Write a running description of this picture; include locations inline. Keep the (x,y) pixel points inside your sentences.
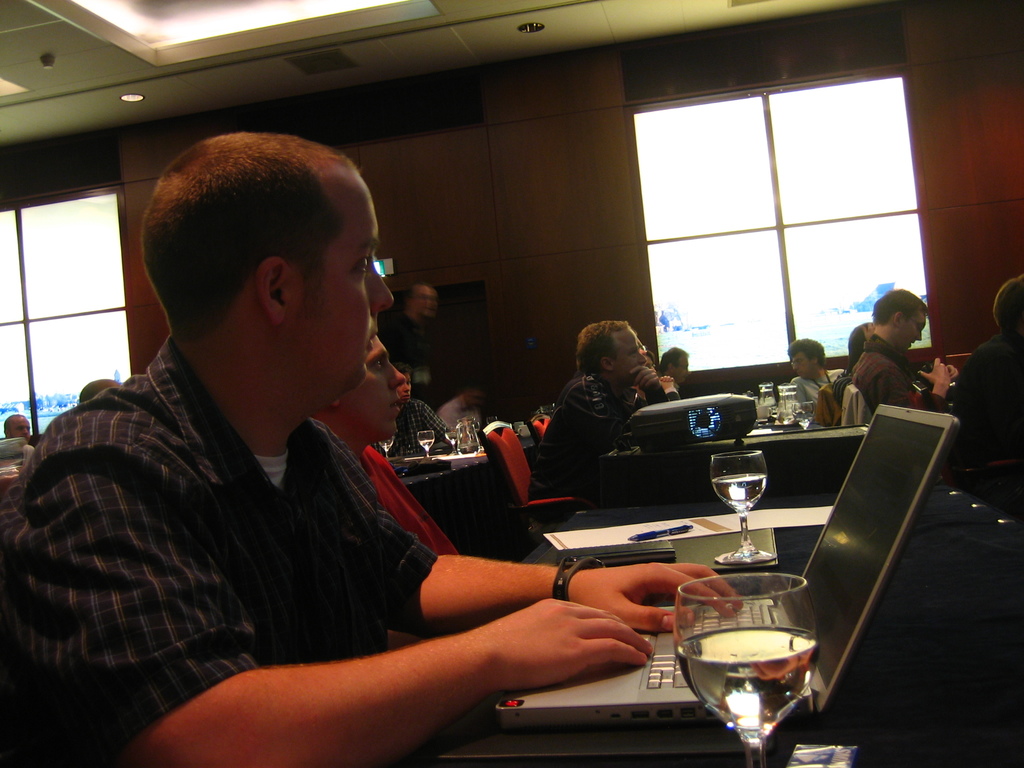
In this image we can see many people (391,409) sitting. There are tables (786,437). On the table (785,544) there are glasses (676,638), laptop (821,560), paper (719,528), pen (641,535) and many other items (716,405). In the back (560,232) there is a wall (557,259). Also there are windows (692,250). On the ceiling (176,104) there are lights (181,32).
